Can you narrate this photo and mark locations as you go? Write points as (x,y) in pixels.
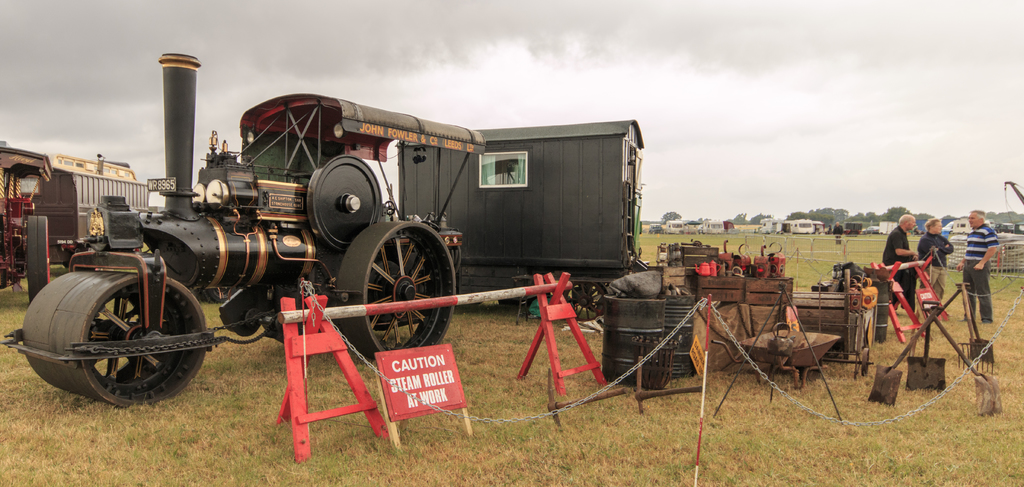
In this image we can see a road roller (268,315), vehicle (66,224) and a caravan (514,239), there is caution board (416,401), aside to that there are two stands (330,343) holding a rod (484,292), we can see some objects (795,332) placed on the ground (410,426), there are two barrels (647,326), and few shovels (943,370). there are three persons (935,234) standing and few vehicles (814,222), we can see sky (766,59).
